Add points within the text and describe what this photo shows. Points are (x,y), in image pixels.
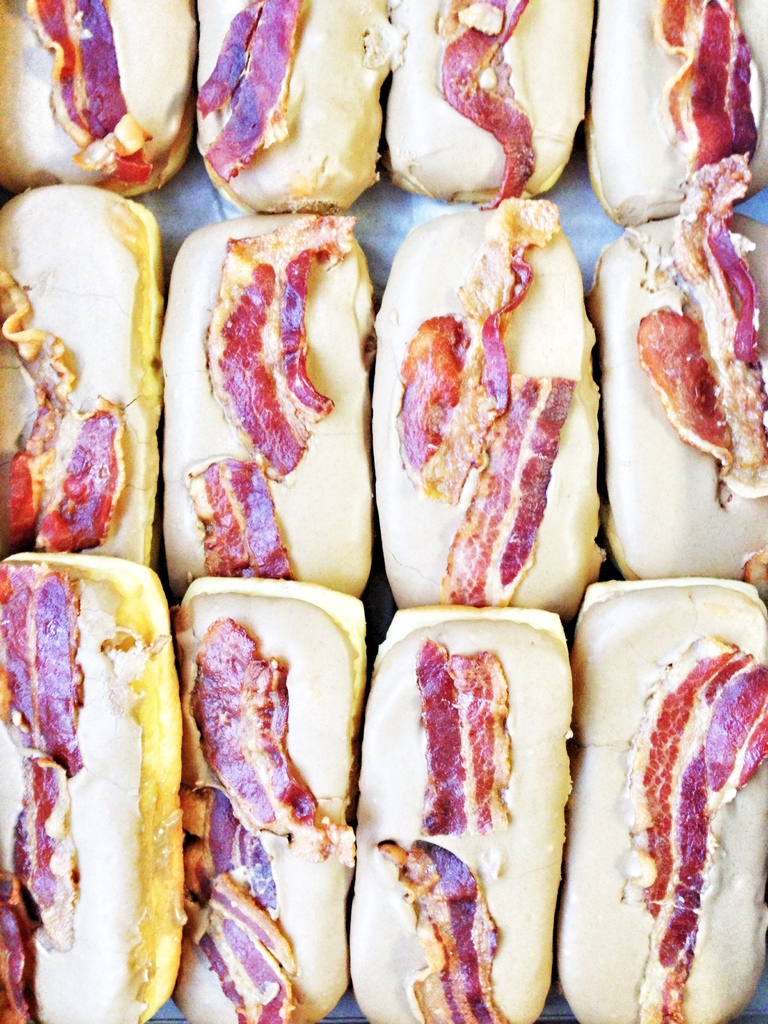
In this image there are some food items (335,571), on the food items (403,749) there are some meat slices (63,579).
